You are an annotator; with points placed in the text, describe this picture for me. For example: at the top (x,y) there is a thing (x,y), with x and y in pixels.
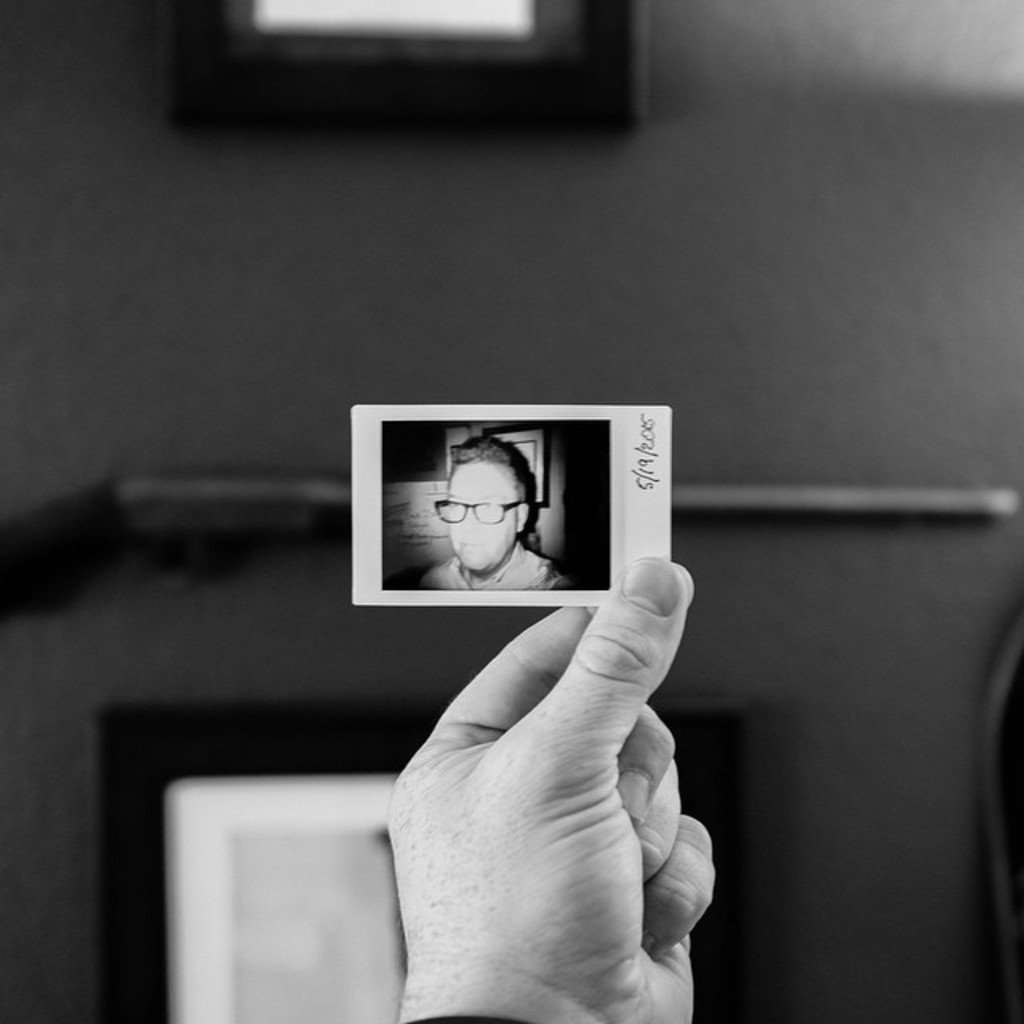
In this picture we can see one person hand (564,816) holding the picture (562,514) of another person (512,538).
